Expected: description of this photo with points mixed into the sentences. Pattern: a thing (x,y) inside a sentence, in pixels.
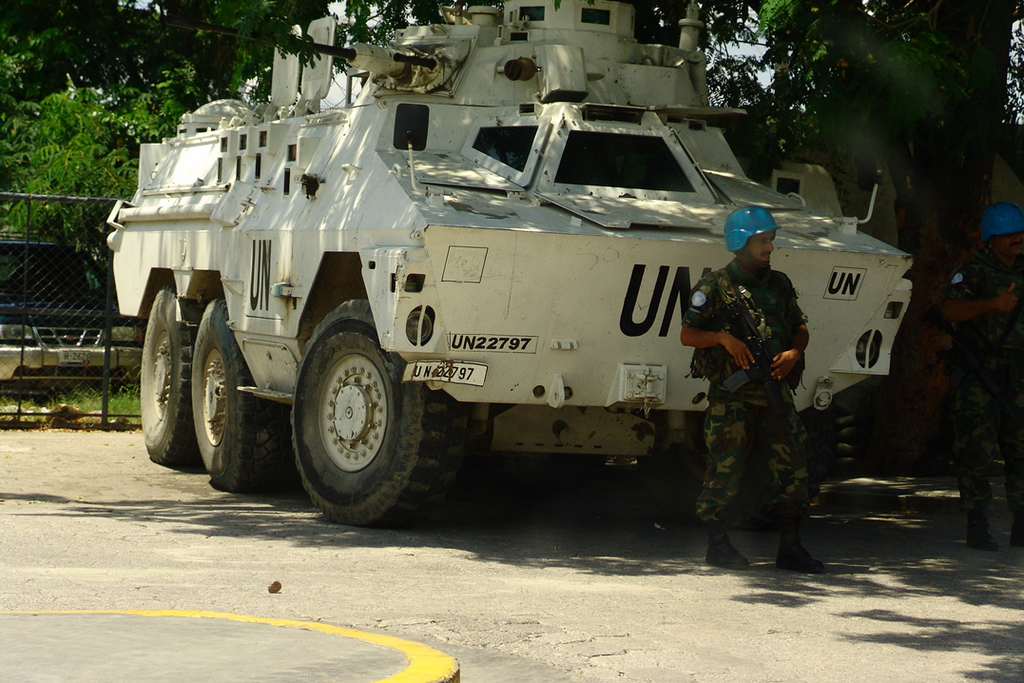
In this image we can see two persons (722,368) wearing uniform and standing and there is a vehicle (642,59) on the road (461,580). We can see the fence (104,361) on the left side of the image (63,323) and behind there is a car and we can see some trees (707,43) in the background (898,13).
